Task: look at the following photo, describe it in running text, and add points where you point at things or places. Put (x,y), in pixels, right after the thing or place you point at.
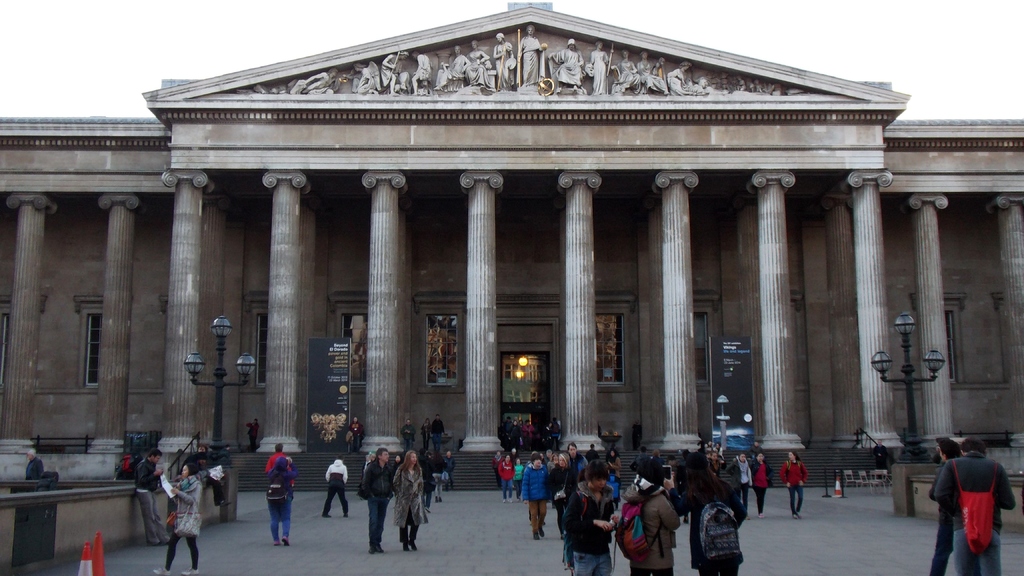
In this picture I can observe some people (178,496) walking on the land (465,518). There are men (526,493) and women (420,509) in this picture. On the left side (89,567) I can observe traffic cones (85,545). In the background (549,153) there is a building (342,317). I can observe some pillars (288,281) in front of this building (184,280). There are some carvings (416,78) on the top of the building (550,58). In the background (225,14) there is a sky (362,1).
